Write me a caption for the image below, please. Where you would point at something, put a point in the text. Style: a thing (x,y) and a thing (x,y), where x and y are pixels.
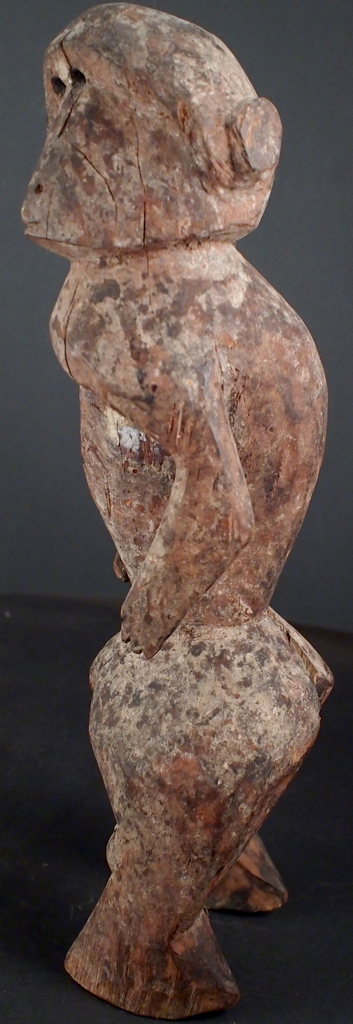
In this image we can see a sculpture (251,794) placed on the ground (65,750).
